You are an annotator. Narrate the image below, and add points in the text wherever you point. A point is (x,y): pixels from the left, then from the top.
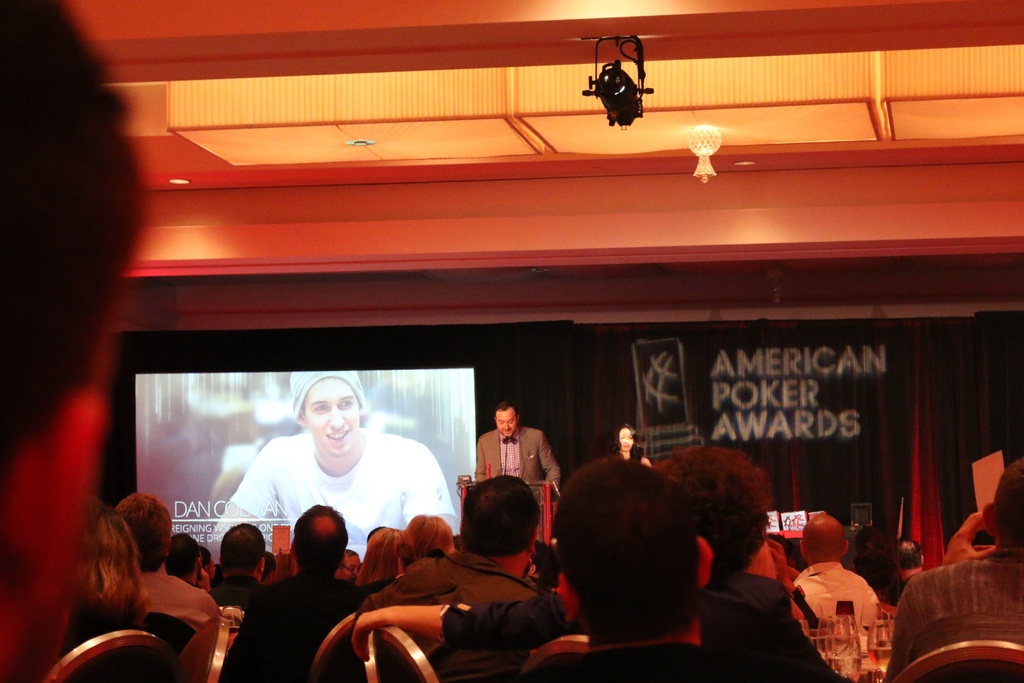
This image is taken indoors. At the bottom of the image (245,590) many people (39,602) are sitting on the chairs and there is a table (839,645) with a few things (862,653) on it. At the top of the image (318,142) there is a ceiling (565,123) with lights (698,145) and there is a projector (600,90). In the background (752,404) there is a poster (704,373) with a text (788,399) on it and there is a curtain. There is a projector screen (251,478) with an image (341,405) of a man (328,469) and there is a text (272,500) on it. A woman (621,450) and a man (552,470) are standing on the dais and there is a podium (546,515).
